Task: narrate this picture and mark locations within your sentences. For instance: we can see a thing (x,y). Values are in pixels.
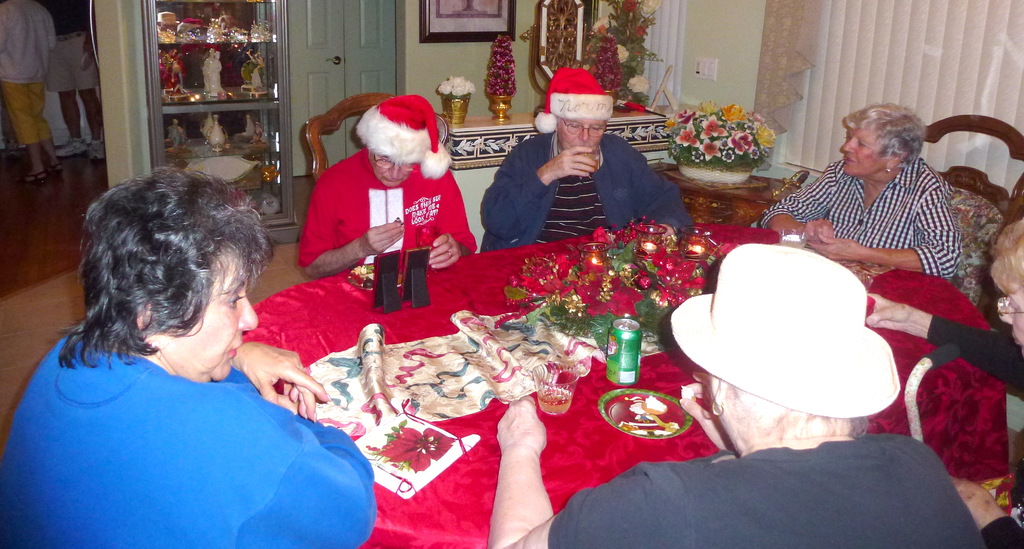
This picture is clicked inside the room (558,447). In the center (390,242) we can see the group of persons (884,192), holding some objects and sitting on the chairs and we can see a table (330,308) on the top of which candles (605,257), can (631,322), glasses of drinks (568,402), plate (632,414) containing food item (655,398) and some other items (583,291) are placed. On the right (709,162) can see the flower vases (763,134) placed on the top of the tables (732,202). In the background (438,29) we can see a picture frame (468,23) hanging on the wall (458,61) and we can see a cabinet (198,97) containing showpieces (220,31) and some other objects (223,161) and we can see the door (298,90) and group of person (41,120) standing on the floor (54,243). On the right corner (924,24) we can see the window blind (853,48) and a curtain (787,104).
